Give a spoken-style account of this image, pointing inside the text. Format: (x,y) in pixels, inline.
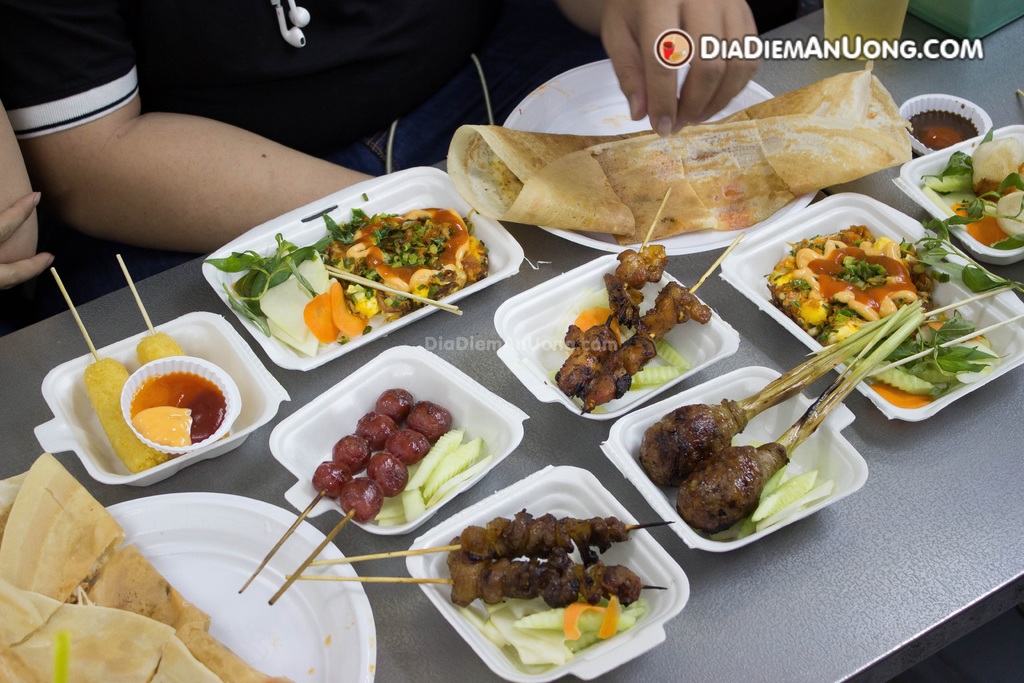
In this picture we can observe some food items (114,534) placed on the table (946,491) in the plates (294,599) and bowls (194,448). We can observe a white color watermark (894,45) on the right side (789,39). There is a person (227,39) sitting in front of the table (109,316) wearing black color T shirt (302,84).
